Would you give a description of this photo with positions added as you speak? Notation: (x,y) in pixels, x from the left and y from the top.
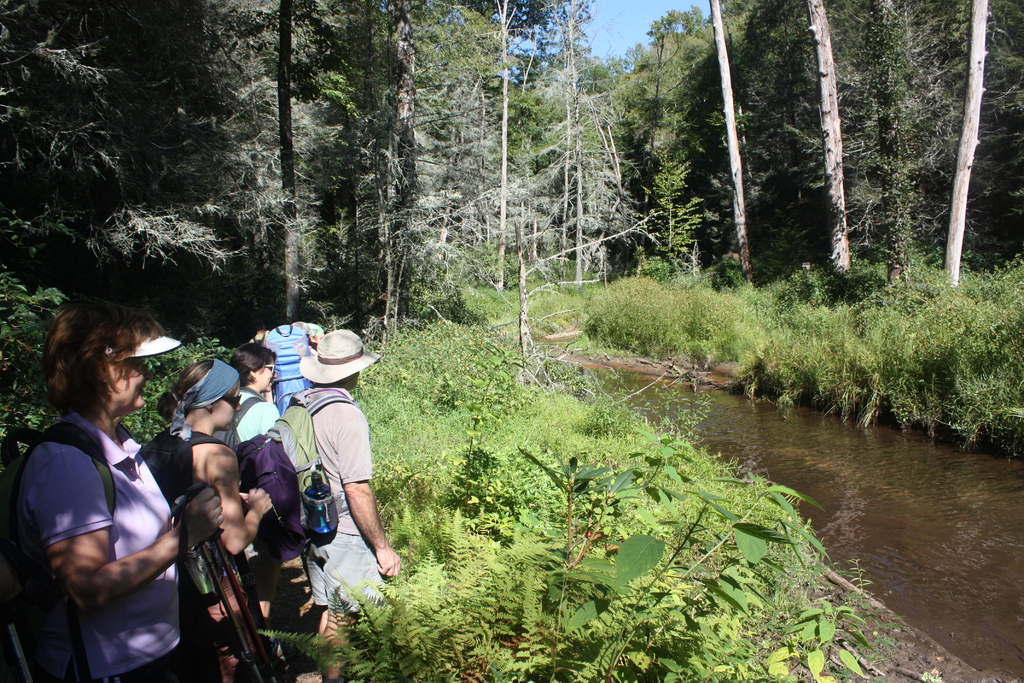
In this image we can see persons (352,485) standing on the ground (294,568) and wearing backpacks (243,416), plants (526,424), shrubs (545,500), grass (556,432), water (641,381), bushes (914,398), trees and sky (596,60).
